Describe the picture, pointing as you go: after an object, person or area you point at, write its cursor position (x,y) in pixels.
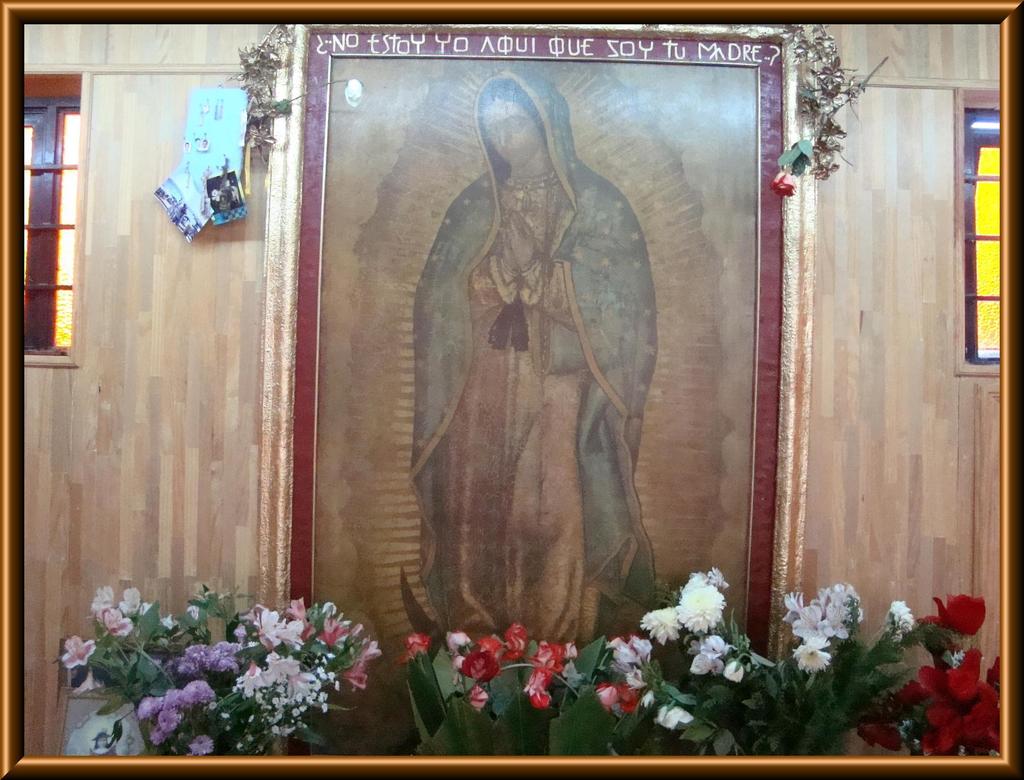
This image looks like a photo frame (1014,407) in which I can see a person's photo (538,479), houseplants (710,679), building (168,400), windows (26,183), decorating items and so on.
